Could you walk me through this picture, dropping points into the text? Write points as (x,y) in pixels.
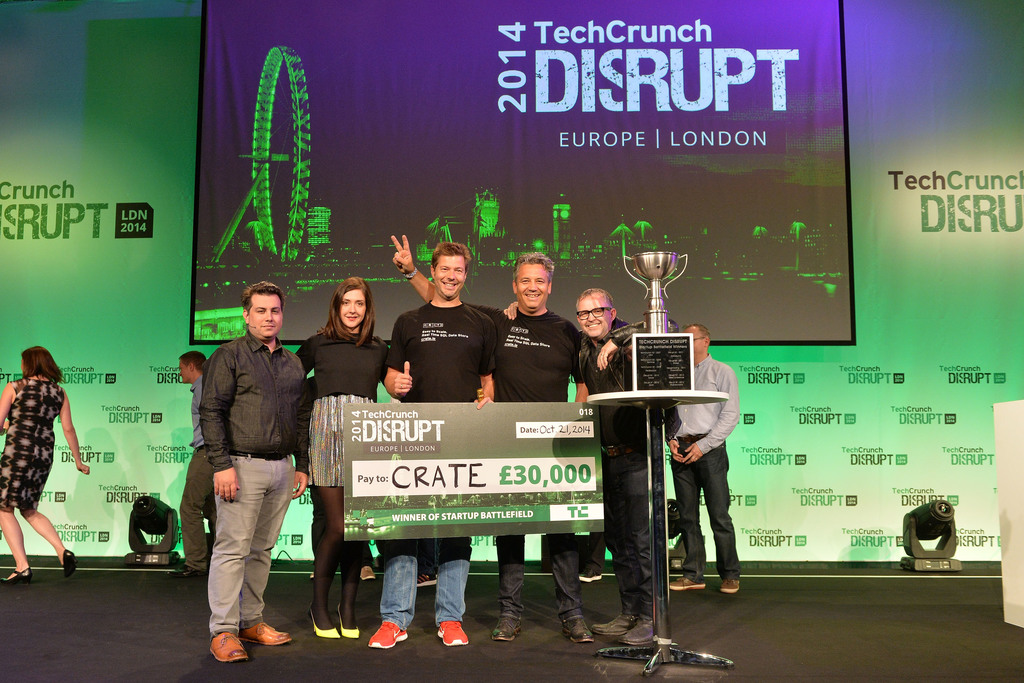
In this image we can see group of persons (523,544) standing on the floor (67,587). One person (434,388) is holding a board (440,476) with some text (470,467). In the foreground (676,368) we can see a trophy (671,342) placed on the table (656,568). In the background (946,548), we can see a podium (1021,487), a group of lights (934,562), screen (780,185) and the wall (905,294).
